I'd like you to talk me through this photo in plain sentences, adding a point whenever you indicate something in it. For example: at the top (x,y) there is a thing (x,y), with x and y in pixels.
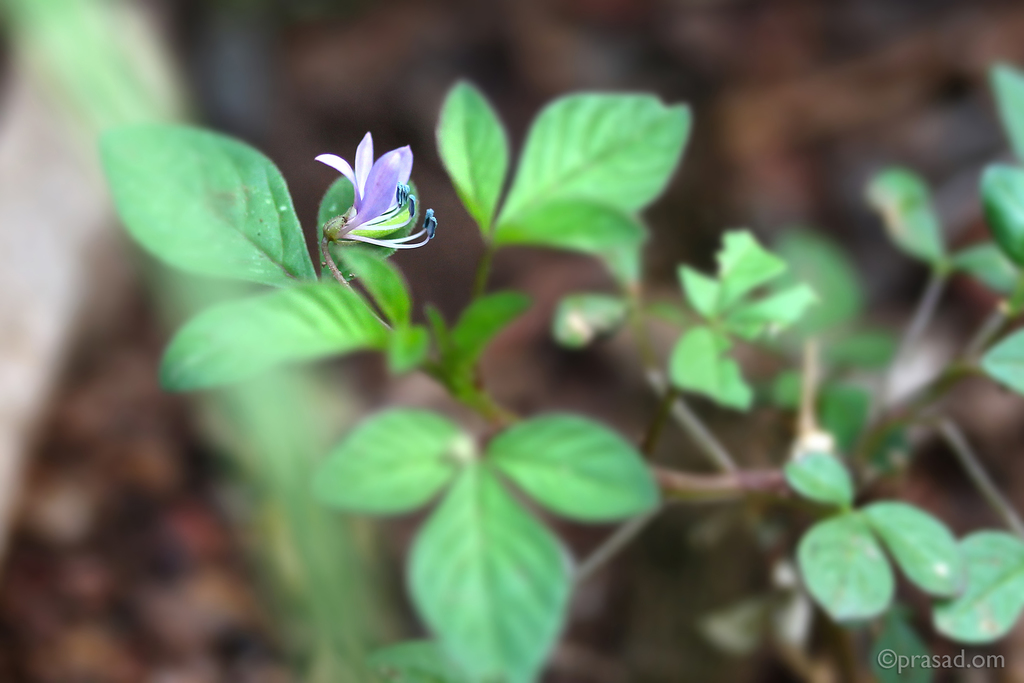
In the image there is a flower plant (995,594) on the land (211,515).
